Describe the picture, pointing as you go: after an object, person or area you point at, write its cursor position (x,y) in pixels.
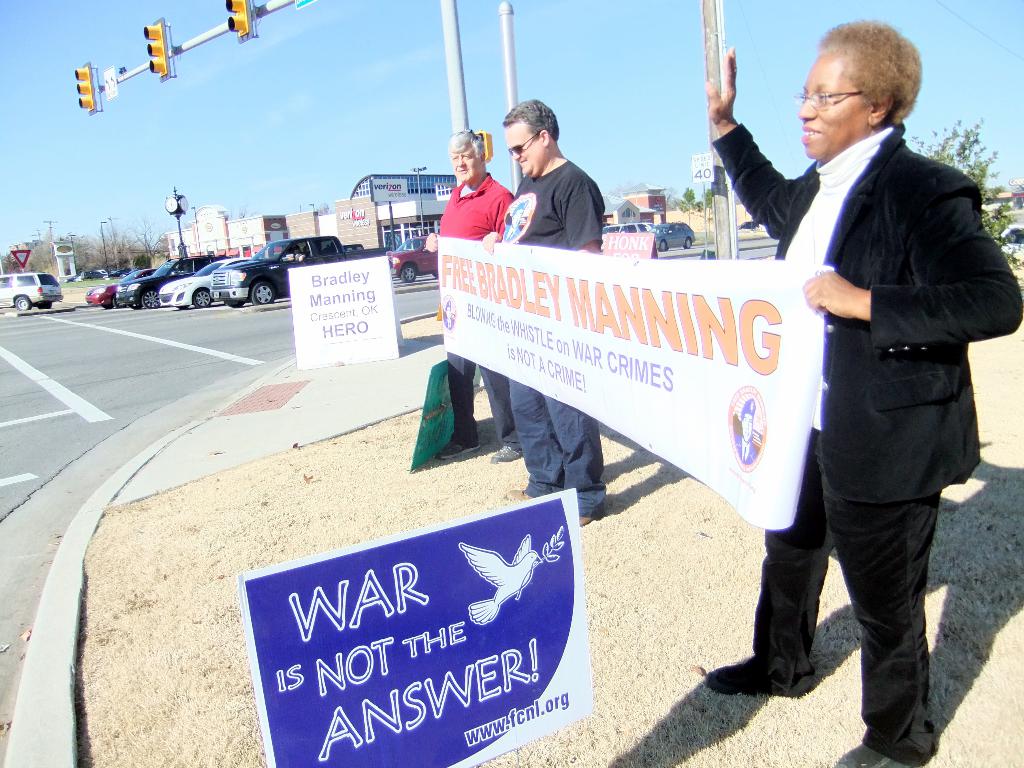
In this picture we can see there are three people (867,458) holding a banner (462,261). In front of the people (847,481) there is a board (413,610) and behind the people (462,392) there are some boards (367,277) and poles (456,54) with traffic signals (252,17) and sign boards (65,251). There are some vehicles (147,285) on the road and behind the vehicles (215,261) there are buildings (232,227), trees (92,252) and the sky (301,125).
